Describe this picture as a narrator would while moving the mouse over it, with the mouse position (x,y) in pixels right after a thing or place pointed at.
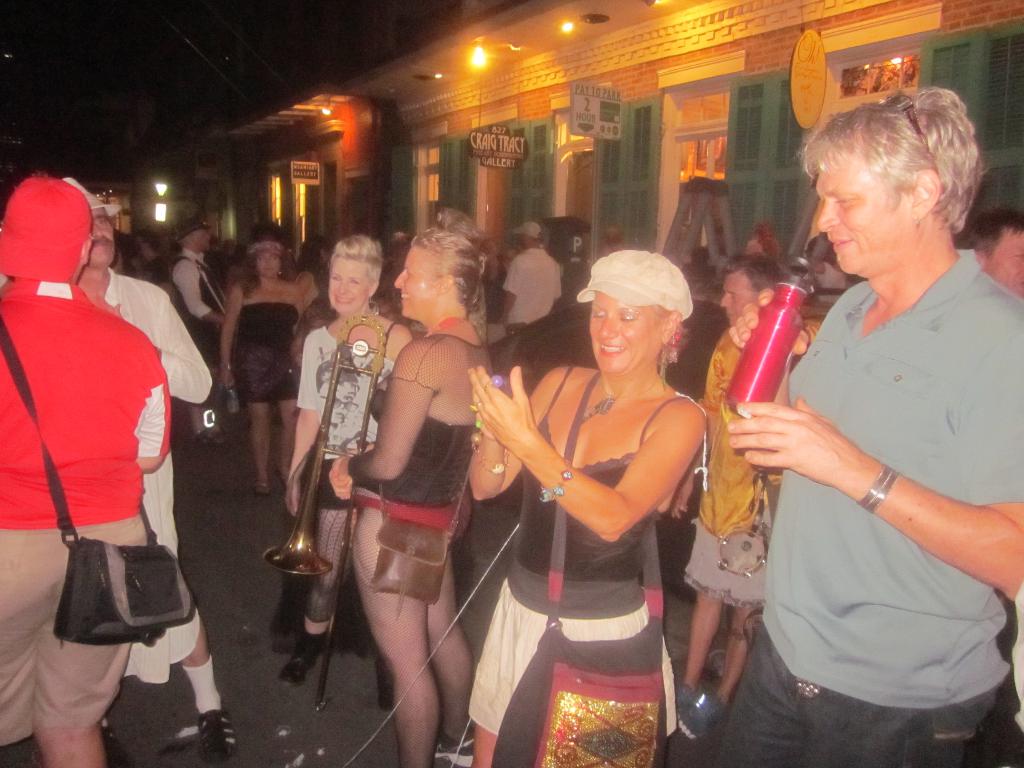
There are persons (170,360) in different color dresses (449,363) some of them are smiling on the road (263,679). In the background (730,131), there are lights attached to the roof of a building (745,167). And the background (137,128) is dark in color.
